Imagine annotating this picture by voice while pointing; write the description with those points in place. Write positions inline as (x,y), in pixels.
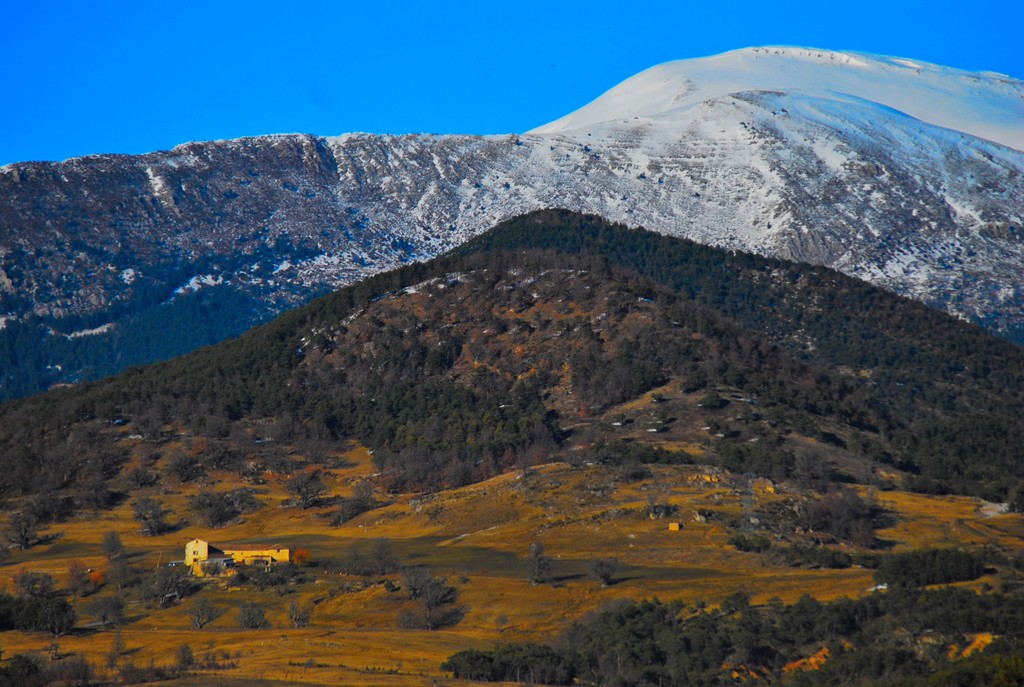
In this picture I can see a house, behind we can see the hills (319,353) with trees (295,432).
